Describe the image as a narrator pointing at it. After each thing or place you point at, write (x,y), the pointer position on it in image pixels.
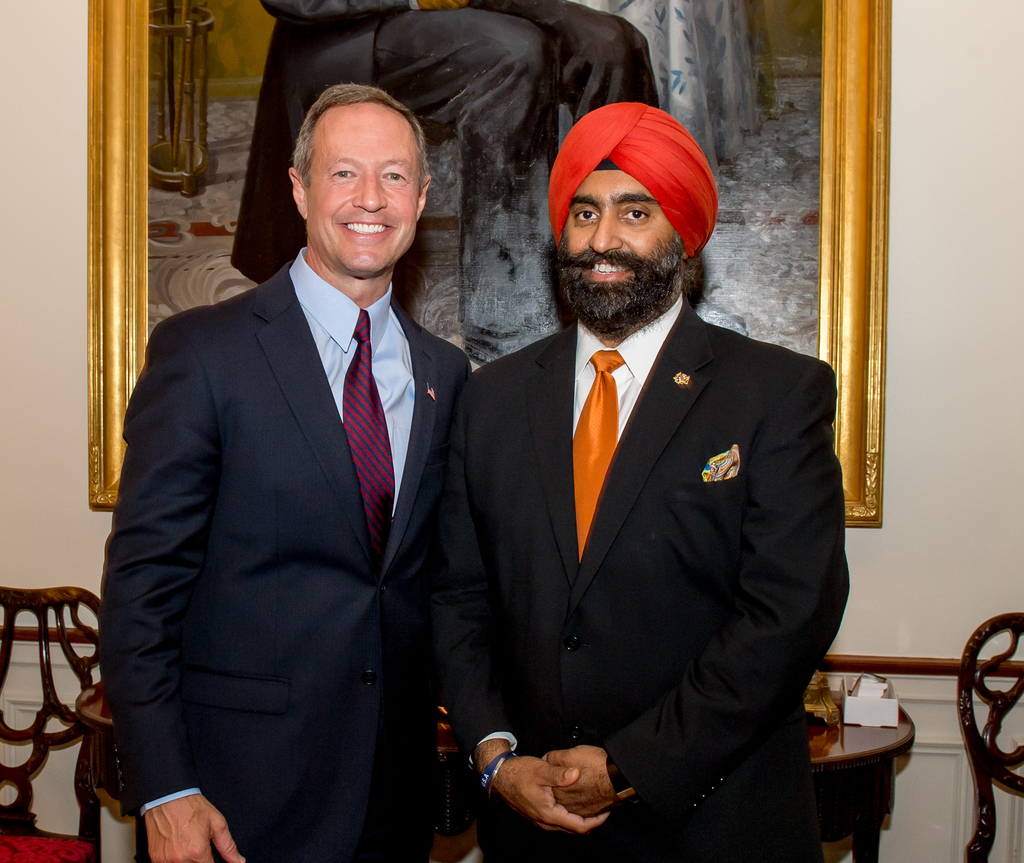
In this image we can see two men (385,349) standing. We can also see some chairs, a table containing some objects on it and a photo frame (860,39) with the picture (301,235) of a person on a wall (963,531).
